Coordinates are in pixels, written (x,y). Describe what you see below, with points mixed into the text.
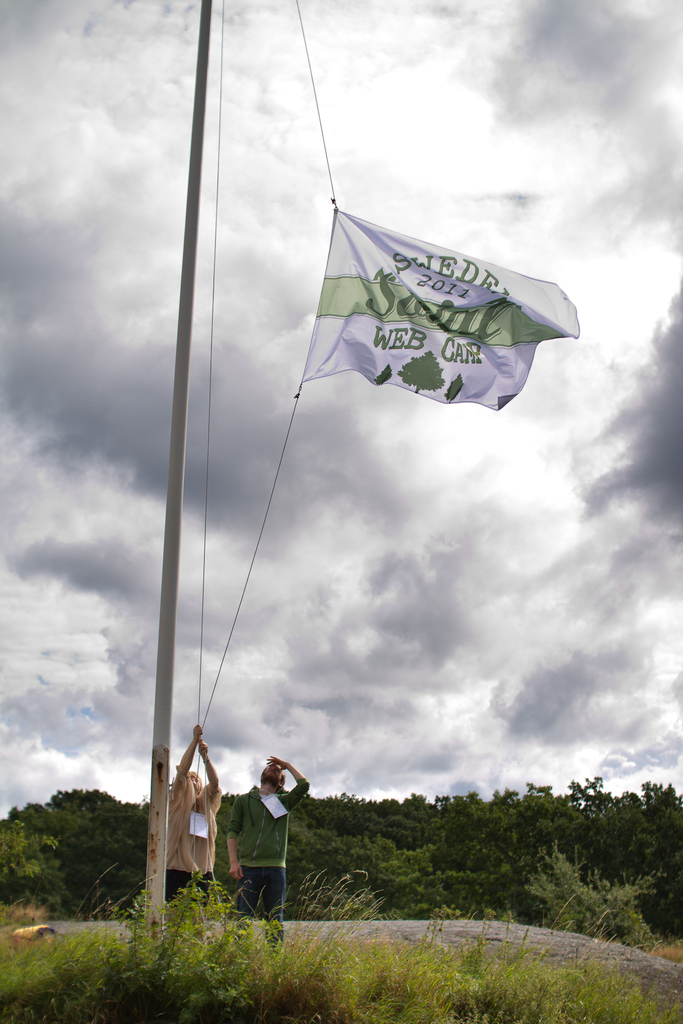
In this image, there are two persons (188,865) standing. Among them one person (207,861) is hoisting a flag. At the bottom of the image (178,965), I can see the trees (81,914) and plants (424,1011). In the background (451,712), there is the sky (401,513).
